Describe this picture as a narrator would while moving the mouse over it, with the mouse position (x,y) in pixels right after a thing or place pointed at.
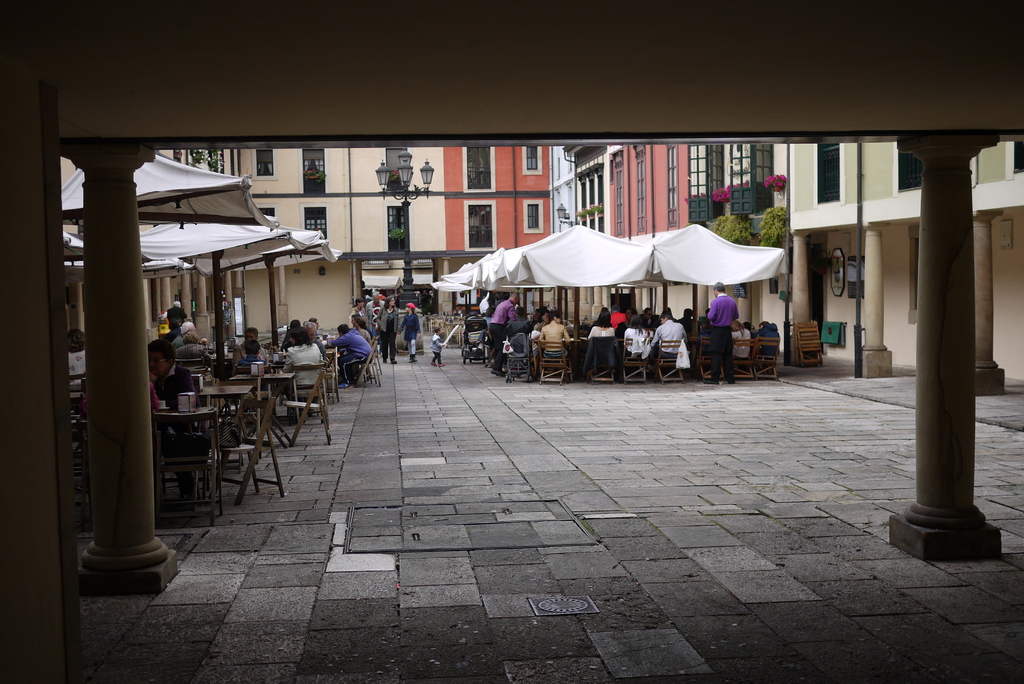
This picture is clicked outside. In the foreground (84,330) we can see the pillars (121,242) and some objects (192,410). In the center (353,371) we can see the group of people (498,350) sitting on the chairs (219,426) and we can see the group of people (414,323) walking on the ground (443,373). On the right (712,347) we can see the two people (716,363) standing on the ground (766,381) and we can see some objects (258,367) are placed on the top of the tables (206,392) and we can see the tents (576,248), pillars (990,306), buildings (440,197), lamp post (404,187), wall mounted lamp (561,215) and many other objects (779,221) and we can see a stroller (472,345).
